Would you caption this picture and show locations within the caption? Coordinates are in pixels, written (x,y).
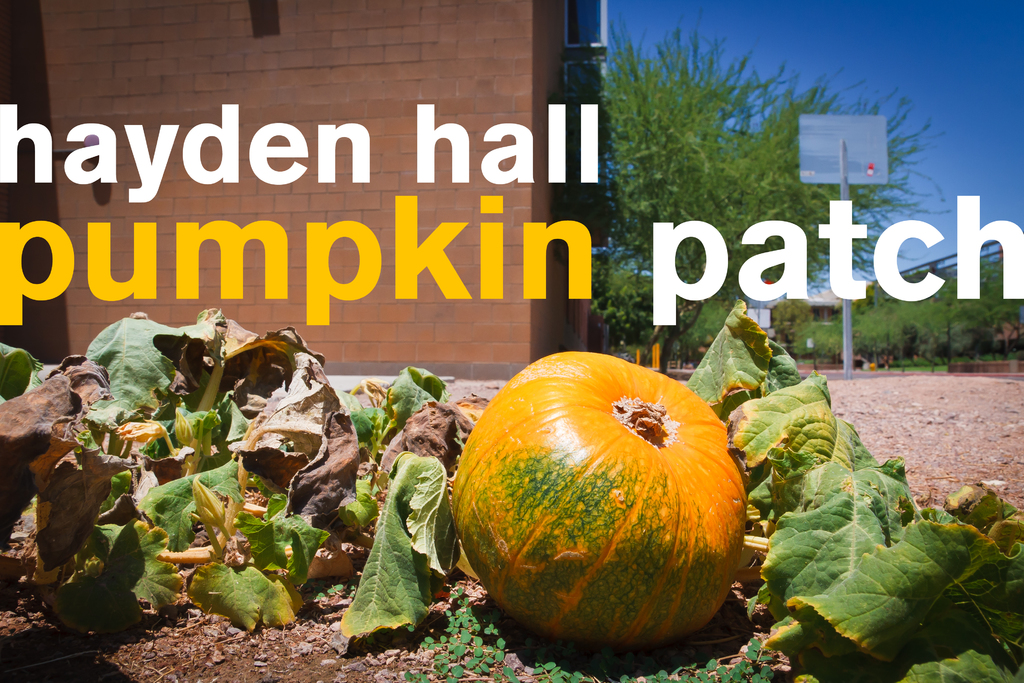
This picture describe about the yellow pumpkin (688,521) seen in the image. Beside we can see some green leaves (820,514). Behind there is a brown color brick wall (193,85) and some trees (737,259). In the image there is a "Pumpkin Patch" quote (1,273) written.
